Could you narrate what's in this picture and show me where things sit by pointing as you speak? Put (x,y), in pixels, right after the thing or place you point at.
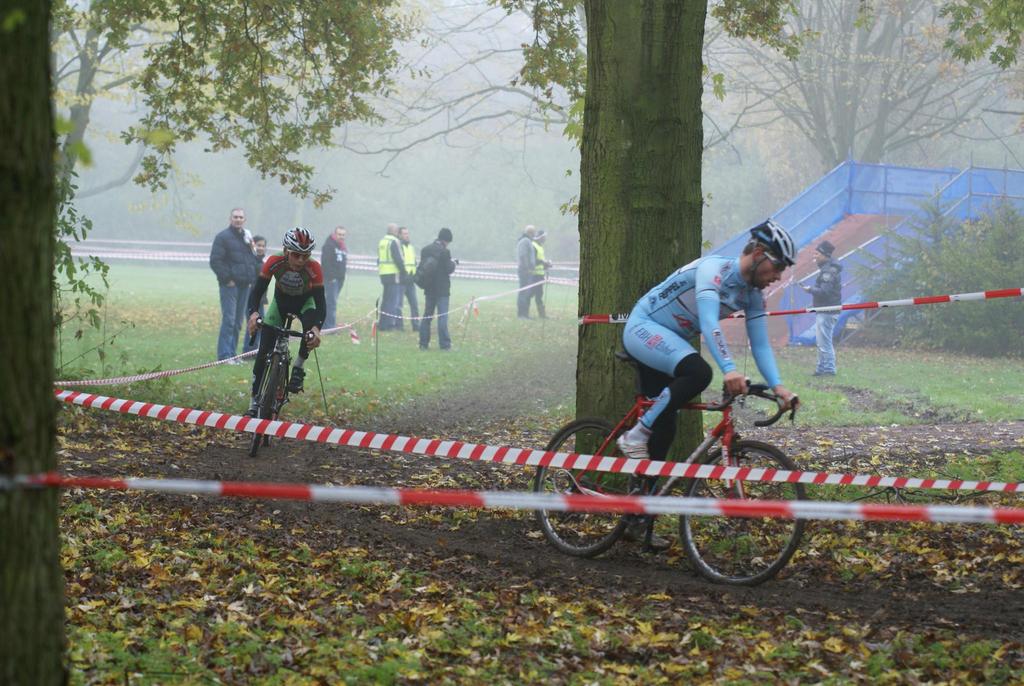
In this picture, we see a man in red T-shirt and the man (686,357) in blue T-shirt (692,324) is riding the bicycles (782,558). Beside them, we see a red color barrier rope (288,491). At the bottom of the picture (238,546), we see grass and dry leaves (170,518). Behind them, we see many people (214,273) are standing. On the right side (841,192), we see a blue color slider (866,263) and a tree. There are trees (399,124) in the background (301,129).
